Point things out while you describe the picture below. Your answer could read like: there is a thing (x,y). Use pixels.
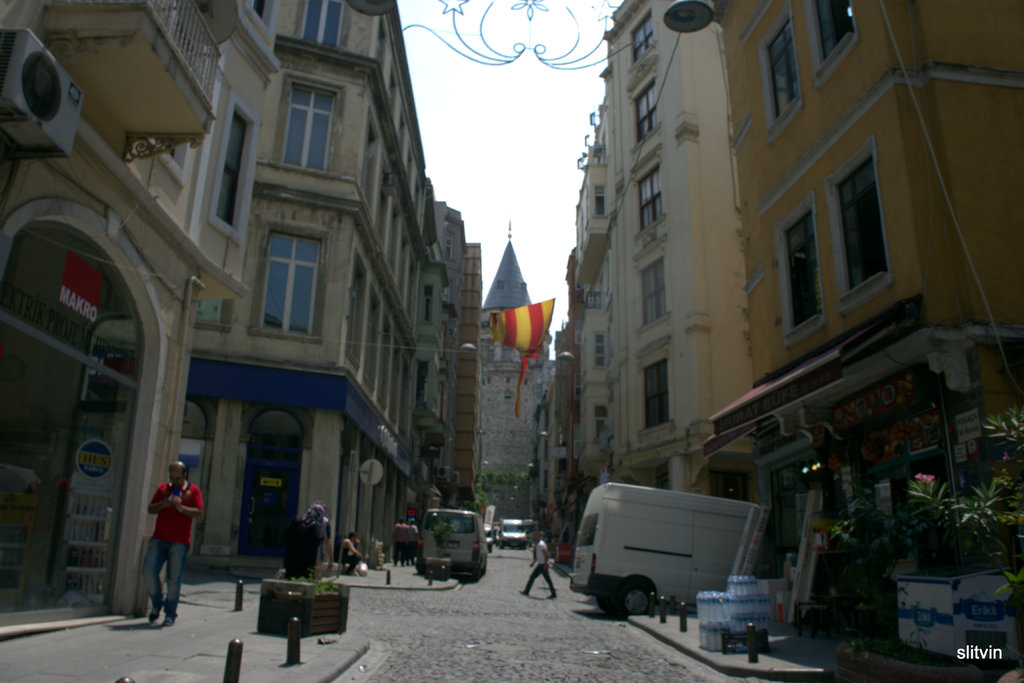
In this image there are buildings (654,330) and we can see people (399,556). There are vehicles (644,569) on the road (525,577). On the right (928,536) there are plants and bottles (730,616). In the background (539,349) there is a flag (519,329) and sky (511,170).
